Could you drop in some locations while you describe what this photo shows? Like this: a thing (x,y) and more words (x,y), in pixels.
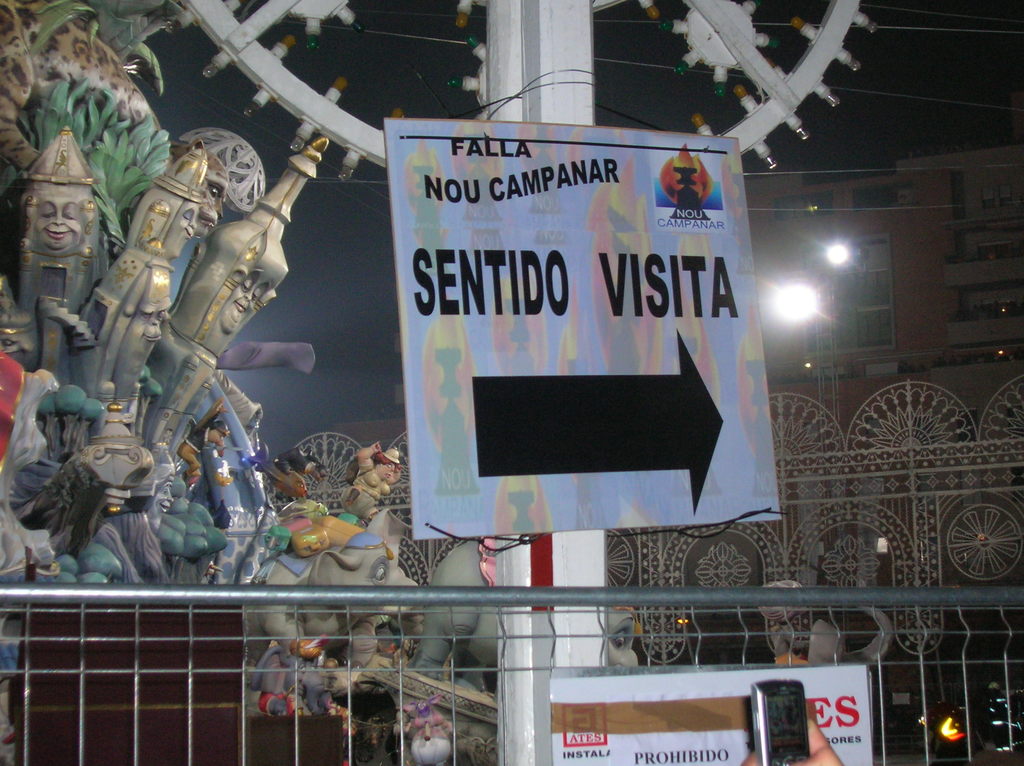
In this image we can see a sign board (602,301) on a pole (517,84). Also there is a mesh fencing (359,598). At the bottom (775,698) we can see a mobile (769,732). In the background (249,482) there are statues (139,295) of animated characters (155,218). And there are lights (791,289). Also there is another object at the top (369,138).
